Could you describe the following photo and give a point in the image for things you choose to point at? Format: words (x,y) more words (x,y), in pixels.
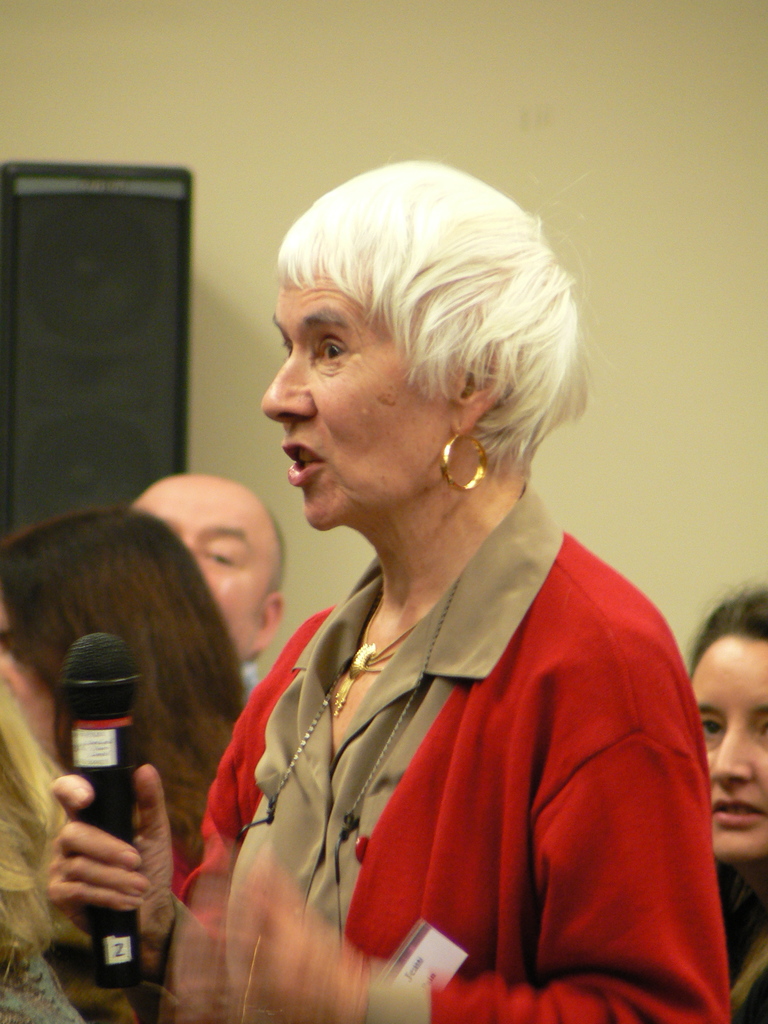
A lady (502,753) wearing a red dress (471,680), earrings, chain (385,753) holding a mic (113,794) and talking. In the background (176,603) there are some persons (734,634) and a wall (468,138).
